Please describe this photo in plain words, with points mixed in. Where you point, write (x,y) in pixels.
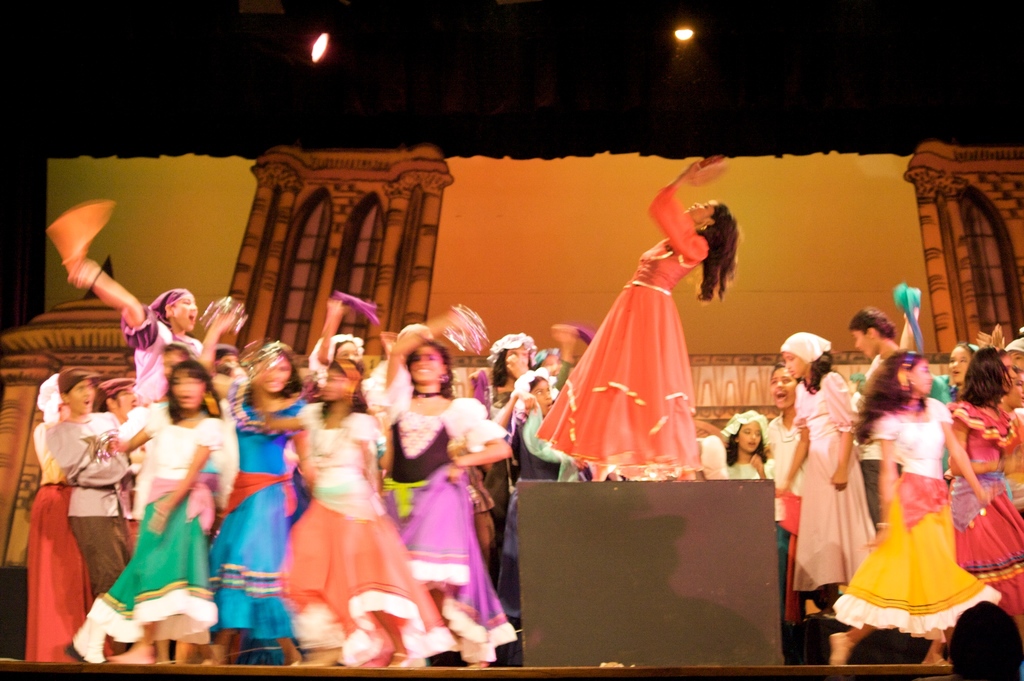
In the picture we can see some women (974,581) are dancing on the stage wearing a different color of dresses (956,582) and in the background (284,209), we can see a wall (384,279) with a painting (229,216) and to the ceiling (321,28) we can see a light (681,33).
